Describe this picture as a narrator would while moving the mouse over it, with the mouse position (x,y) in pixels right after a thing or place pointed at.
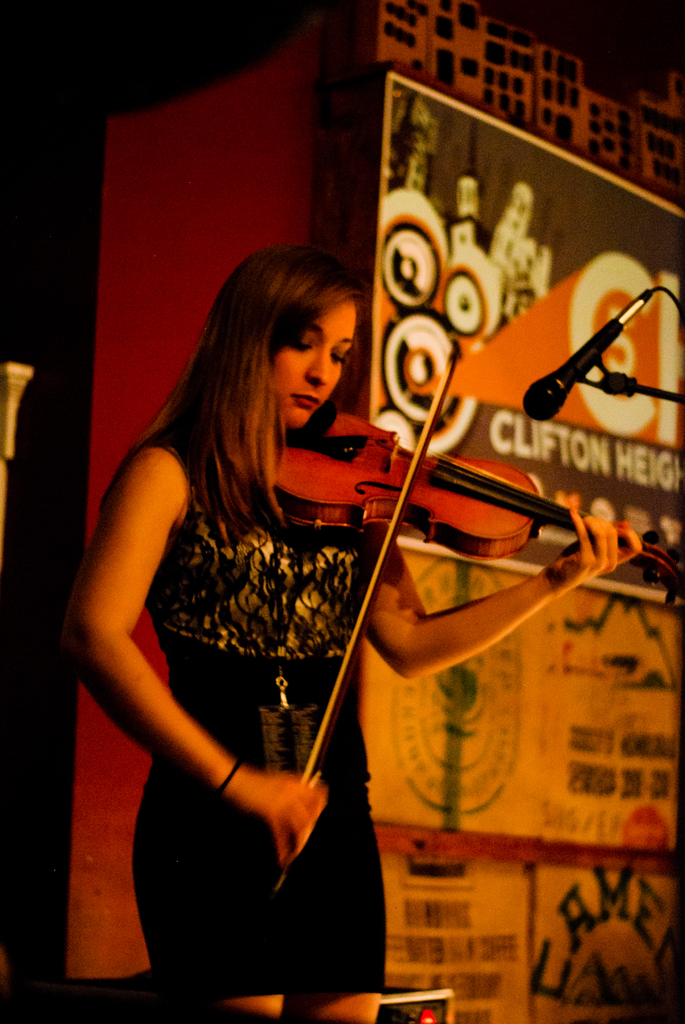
This picture is clicked in a musical concert. In the middle of the picture (299,573), we see woman (241,869) in black dress (336,806) standing and holding Violin (337,479) in her hands (619,525) and playing it. In front of her, we see microphone (614,331). Behind her, we see a board (460,171) on which some text (592,455) is written on it.
